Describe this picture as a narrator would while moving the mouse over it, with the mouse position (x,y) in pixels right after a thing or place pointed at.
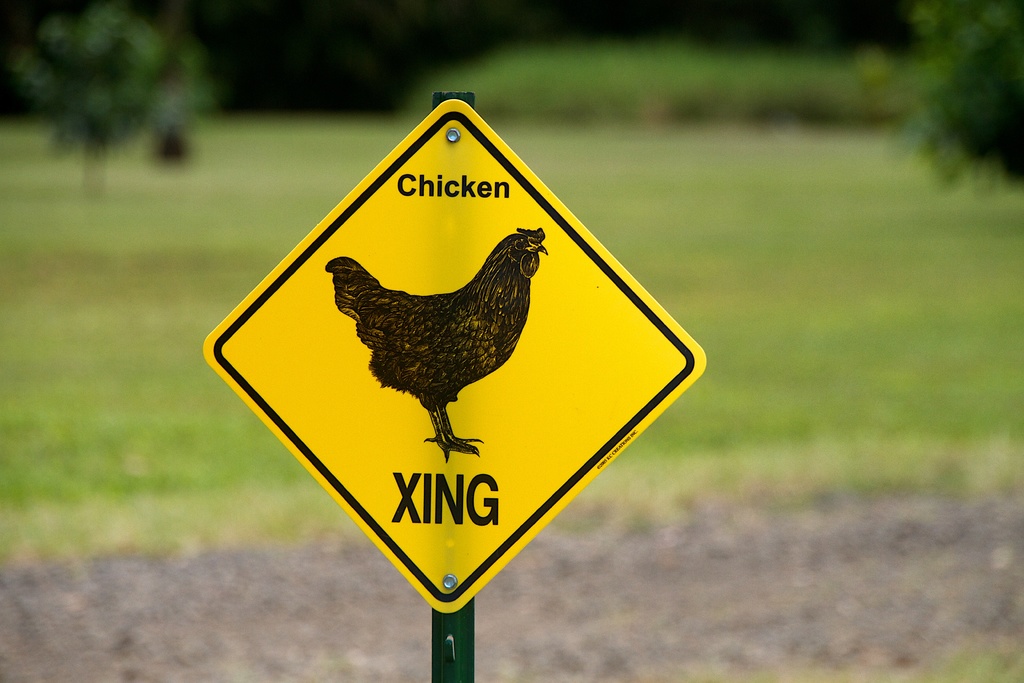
There is a sign pole (558,311) in the foreground area of the image (446,333), there are trees (234,27) and grassland (771,223) in the background (23,444).
